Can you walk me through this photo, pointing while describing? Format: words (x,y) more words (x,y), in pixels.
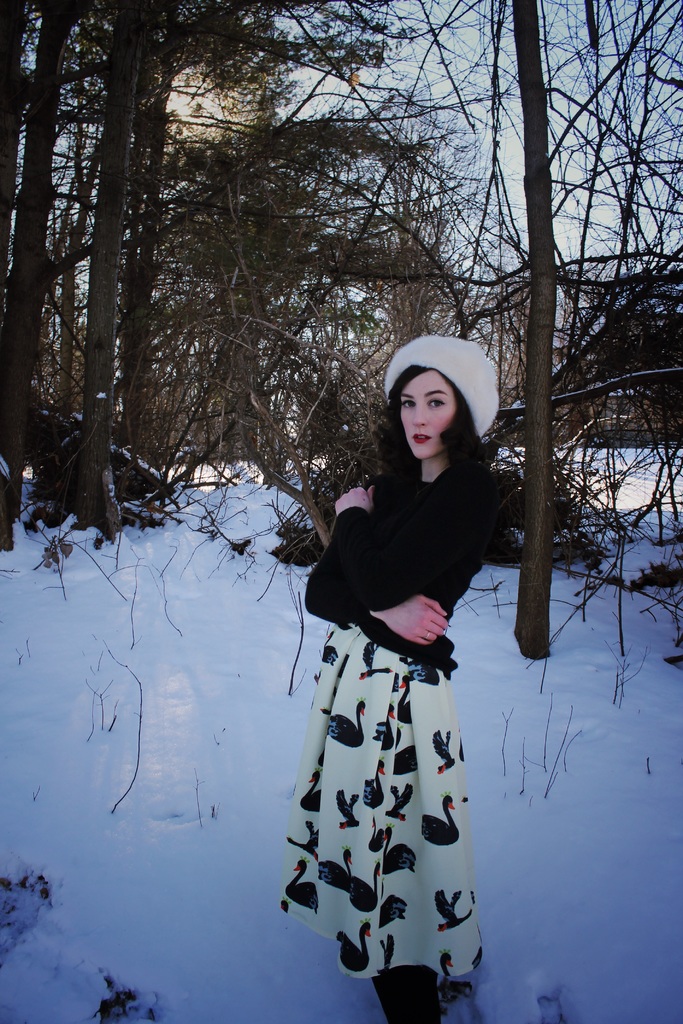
In this image I can see a person (427,540) standing and wearing black and white dress (427,528) and a white color cap (463,379). Back I can see few dry trees (267,256) and snow (88,588). The sky (480,146) is in blue and white color.
